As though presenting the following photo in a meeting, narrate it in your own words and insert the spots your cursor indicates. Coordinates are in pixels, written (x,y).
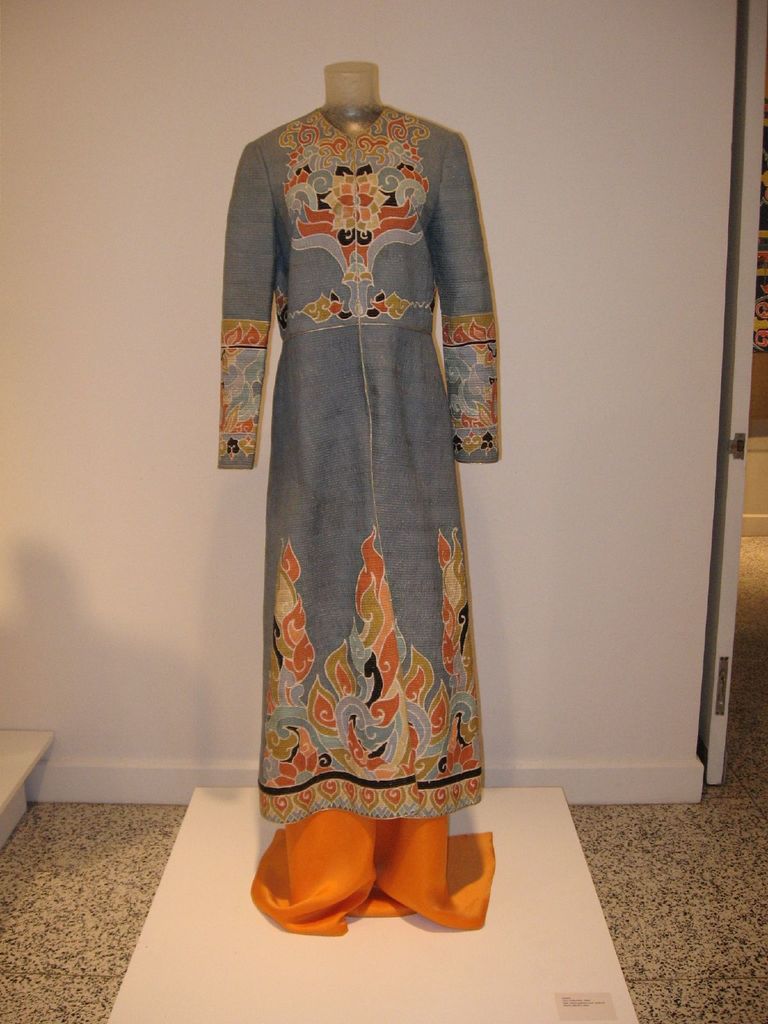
In this picture we can see a mannequin (357,131) with a dress (496,383) on a platform (543,878) and in the background (586,191) we can see the wall (579,219).
